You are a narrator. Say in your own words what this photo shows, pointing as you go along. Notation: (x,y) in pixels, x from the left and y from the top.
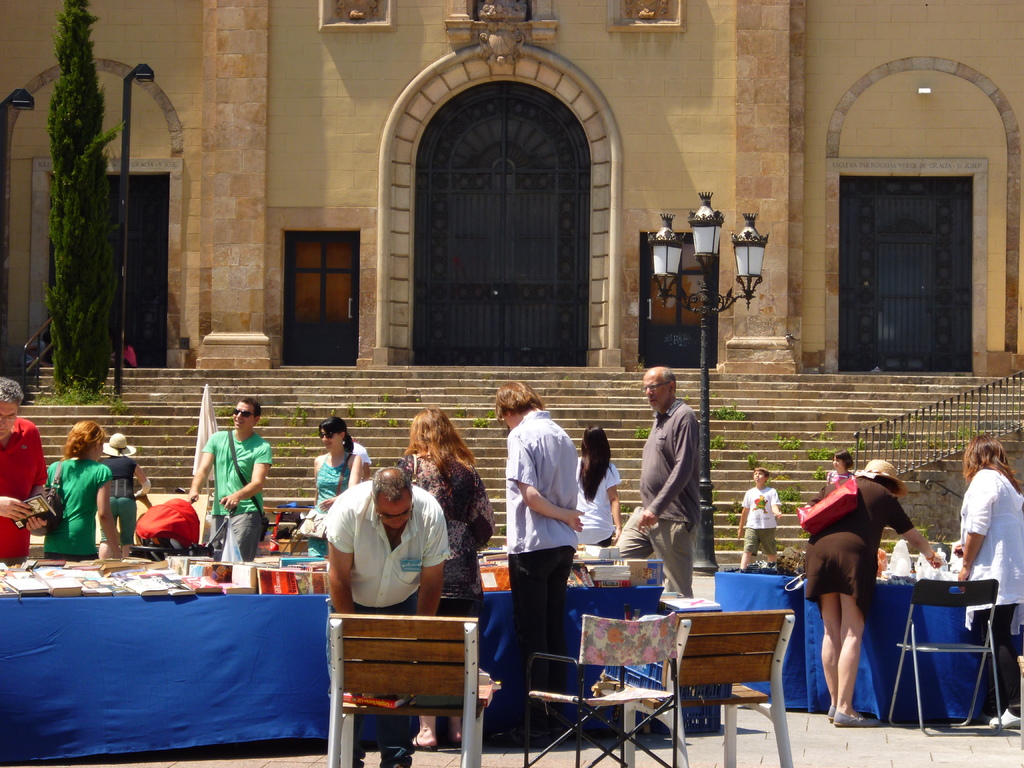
Here we can see a group of persons (527,488) are standing on the floor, and in front (163,580) here is the table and books (255,559) and some object (293,562) on it, and here are the chairs (581,674), and here is the staircase (725,553), and here is the door (500,297), and here is the tree (72,236), and here is the lamp (747,257).
